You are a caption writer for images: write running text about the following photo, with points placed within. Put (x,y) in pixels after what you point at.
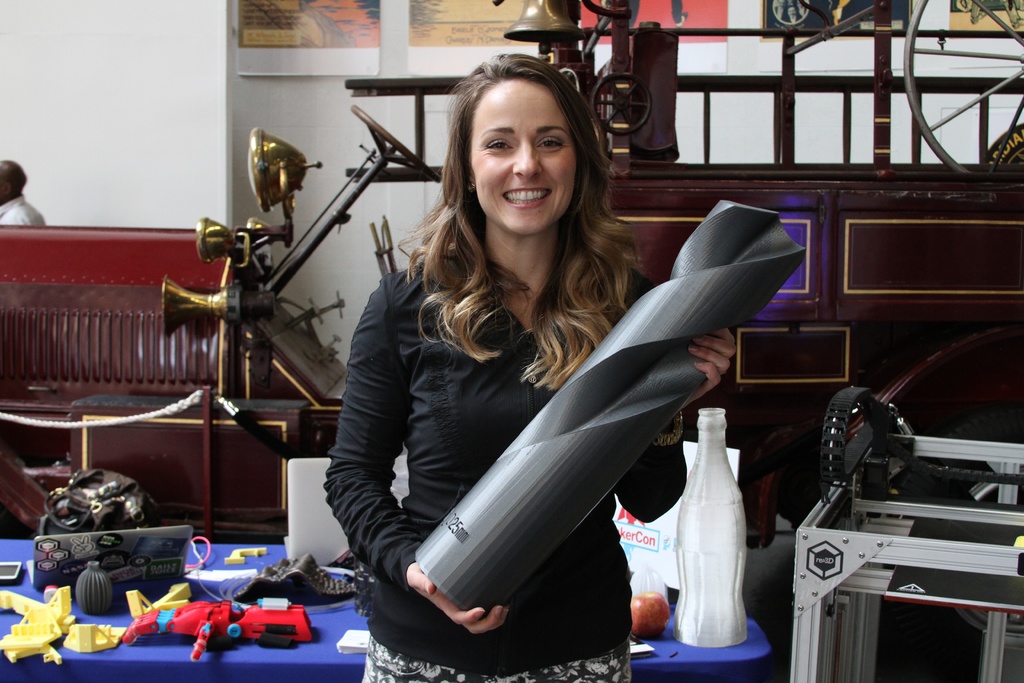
In this picture we can see a woman (453,400) holding an object (534,557) and smiling. There are a few colorful objects (267,601) visible on the table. We can see some objects (987,275) and posters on the wall (928,43) visible in the background (355,38).
